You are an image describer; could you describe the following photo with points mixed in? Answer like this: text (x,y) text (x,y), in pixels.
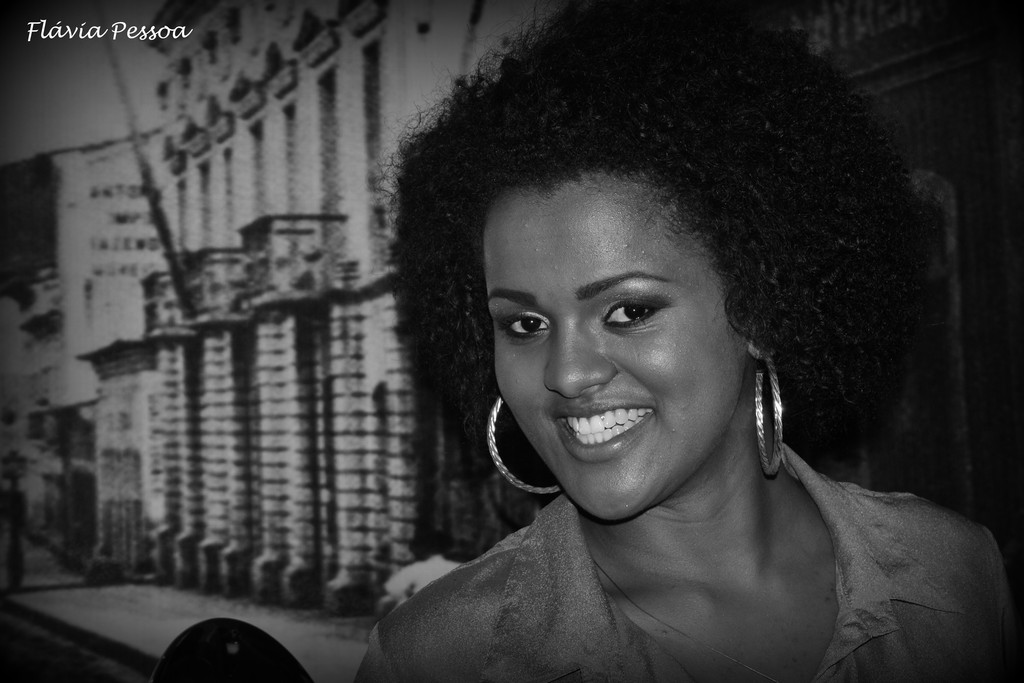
In this image in the right (735,553) there is a lady (644,223). She is smiling. In the background (265,265) there are buildings (169,367), path (174,621).
